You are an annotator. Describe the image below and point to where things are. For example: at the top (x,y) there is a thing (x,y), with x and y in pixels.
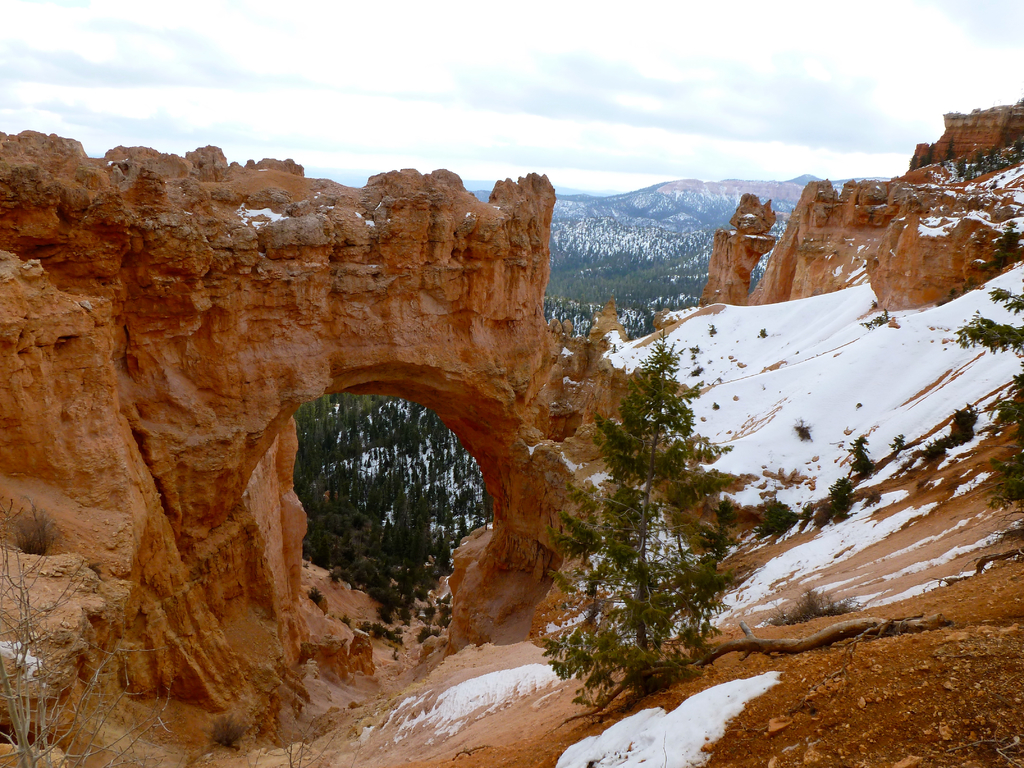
In the picture we can see a gateway construction (233,597) of rocks (259,429) and beside it, we can see some rock hill (767,381) with a snow surface (876,392) and some plants (668,579) on it and in the background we can see a hill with trees (675,293) and sky (601,124) with clouds (575,136).
